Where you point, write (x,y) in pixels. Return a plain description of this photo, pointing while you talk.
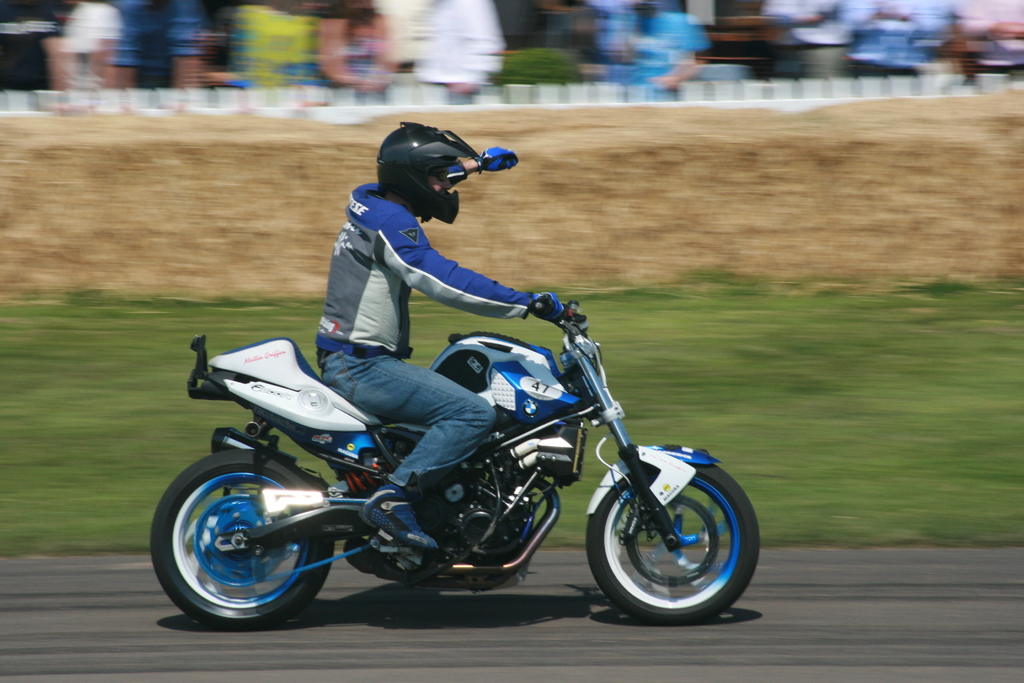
It is a road (465,617) a man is riding a bike (479,457), he is wearing blue jacket (401,279), the bike (647,522) is also of blue color, behind him there is a grass (843,366), the background (661,4) there are spectators (386,54) who are watching the man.
